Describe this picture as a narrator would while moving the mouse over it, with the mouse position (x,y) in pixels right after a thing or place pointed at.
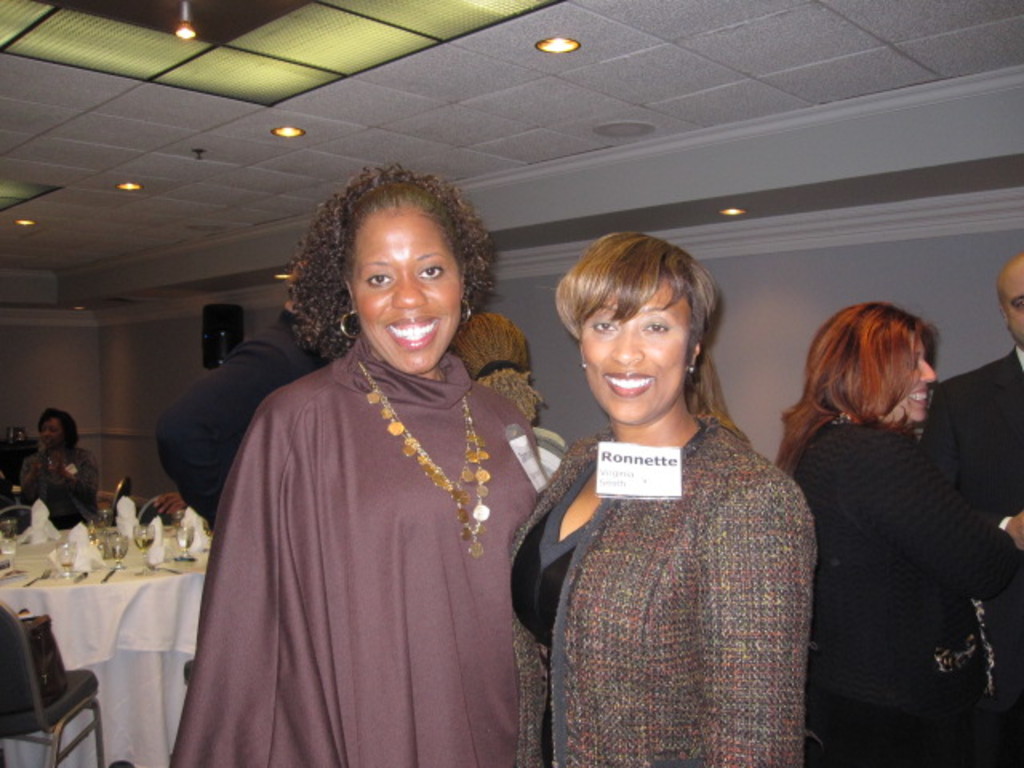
Front these two women (613,533) are standing side by side and smiling. At background (529,374) few persons (966,558) are standing and smiling. On this table (149,610) there are glasses (143,550), forks (49,575) and cloth (161,612). Around this table (168,566) there are chairs (25,678). On this chair (62,723) there is a bag (50,658). A speaker (216,337) is on top. Lights (132,190) are attached to this ceiling (361,110). Far a person (62,486) is sitting on a chair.
